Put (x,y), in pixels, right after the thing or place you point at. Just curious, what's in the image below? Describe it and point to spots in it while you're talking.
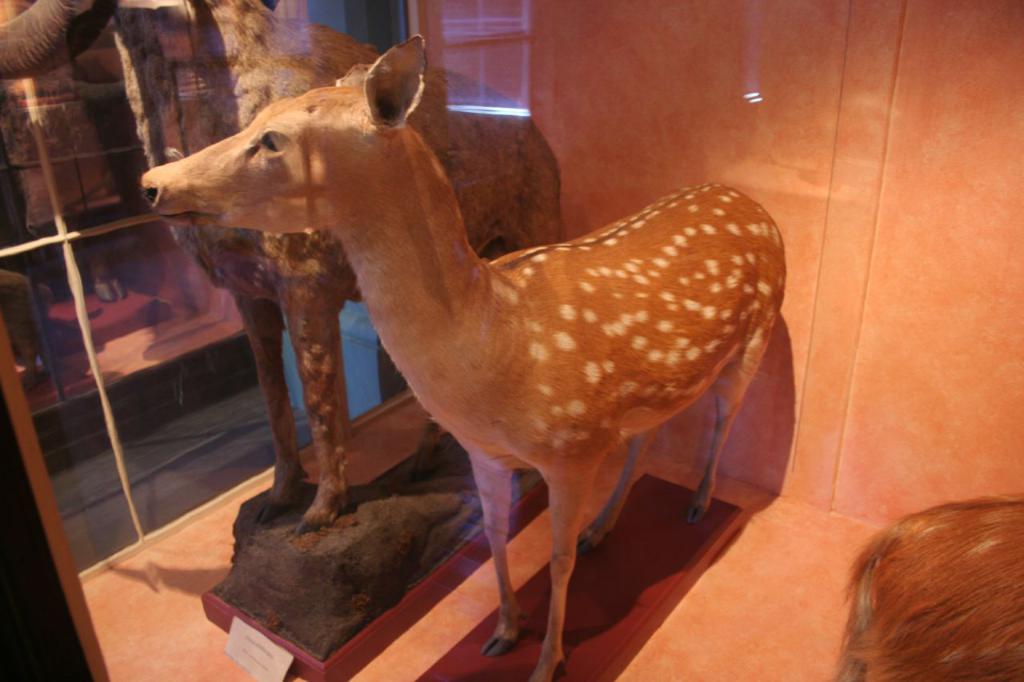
In the image we can see a glass (515,29). Through the glass (500,29) we can see some animal sculptures (470,203). Behind the sculptures (752,227) there is wall (747,157).
